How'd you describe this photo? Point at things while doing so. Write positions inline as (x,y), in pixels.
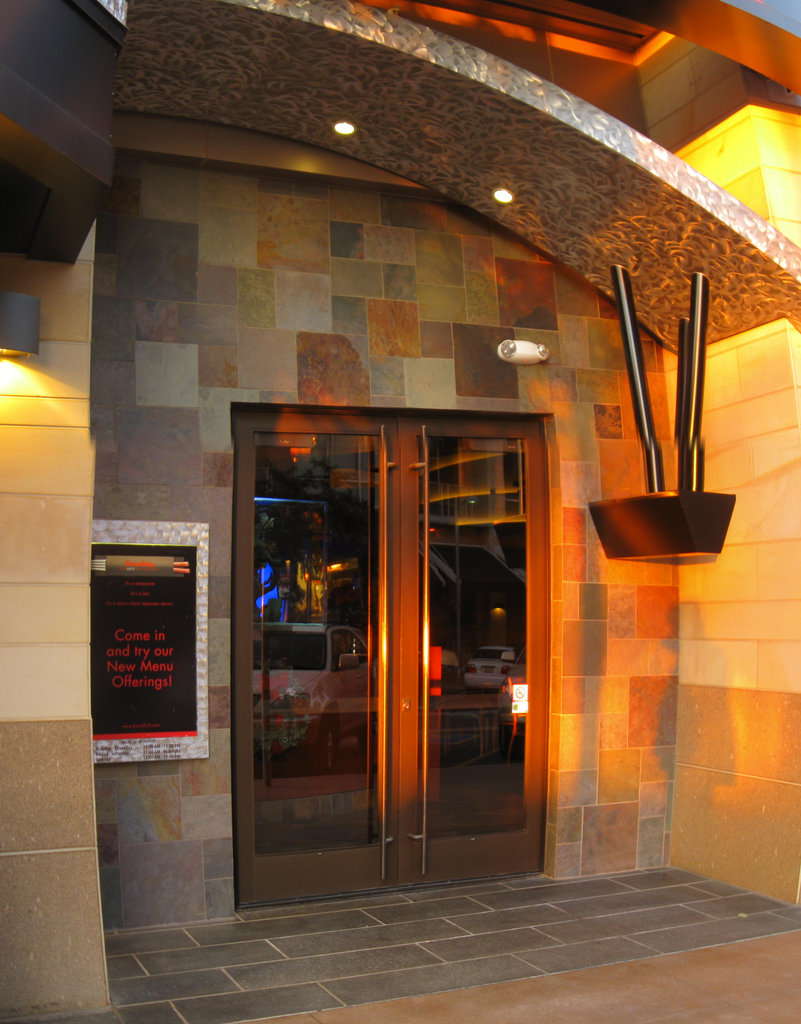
In this image there is a building (492,844) with glass door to access and emergency light (541,345) on the top of the door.
